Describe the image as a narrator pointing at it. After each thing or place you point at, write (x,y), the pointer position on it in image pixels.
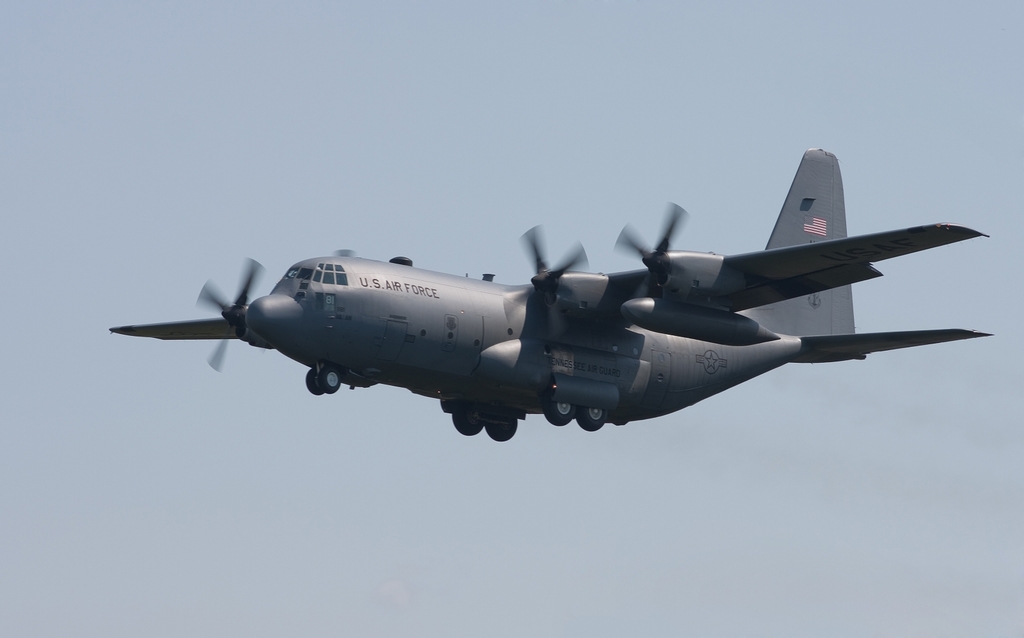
This image is taken outdoors. In the background (302,160) there is the sky (444,161). In the middle of the image (509,321) an airplane (499,302) is flying in the sky (898,370).
